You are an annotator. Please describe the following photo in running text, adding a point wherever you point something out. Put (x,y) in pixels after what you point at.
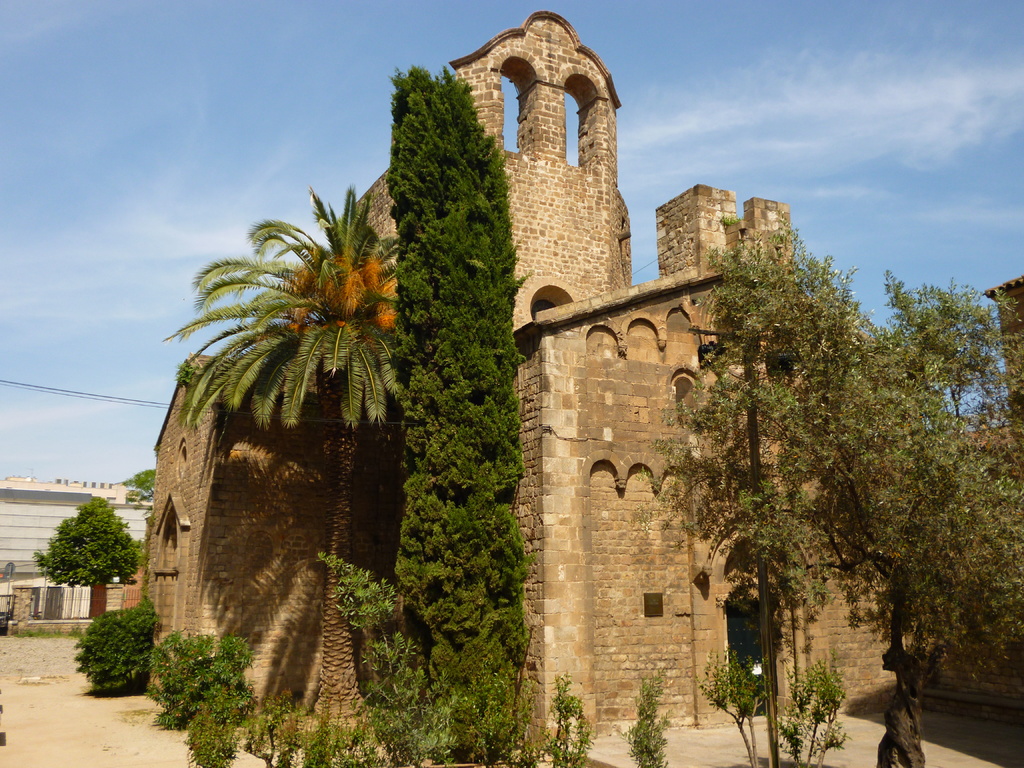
We can see fort (227,558), trees (949,469) and plants (204,749). In the background (122,548) we can see wall (15,495), trees (93,515), wires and sky (113,150).
